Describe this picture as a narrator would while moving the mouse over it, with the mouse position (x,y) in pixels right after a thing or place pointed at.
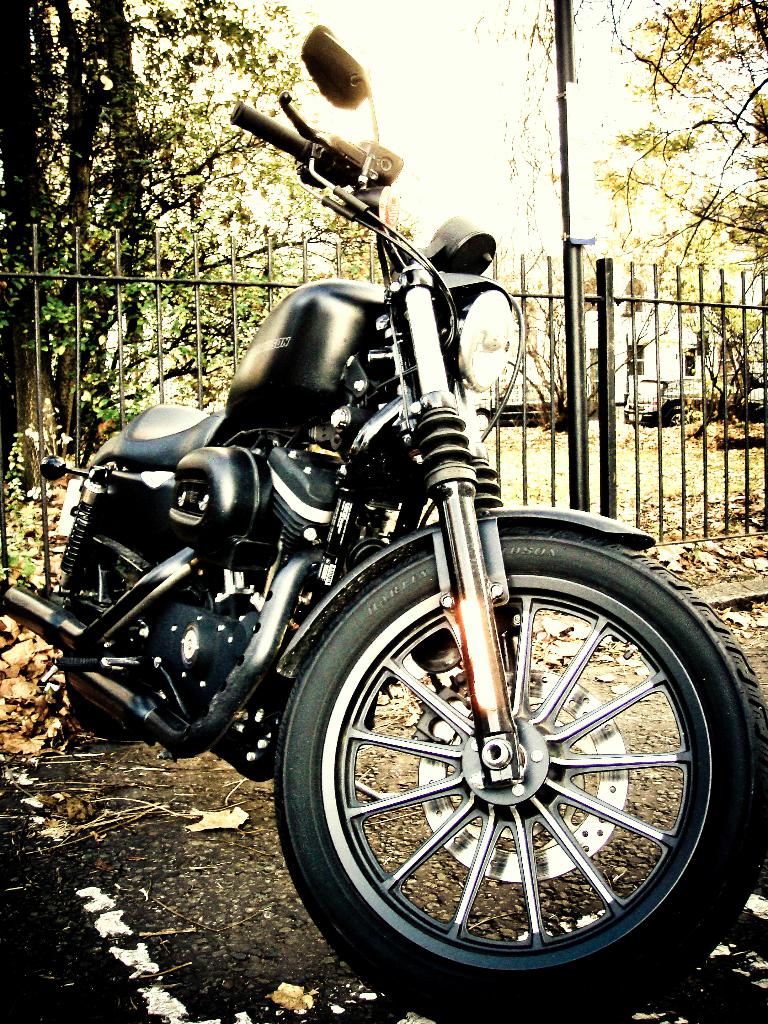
In this image, in the middle (409,364), we can see a bike (551,577) which is placed on the road (647,850). In the background (554,313), we can see metal grill (523,376), metal rod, trees (106,301). At the top (450,140), we can see a sky (457,129), at the bottom (24,947), we can see a road (262,943) with some leaves (724,565).
